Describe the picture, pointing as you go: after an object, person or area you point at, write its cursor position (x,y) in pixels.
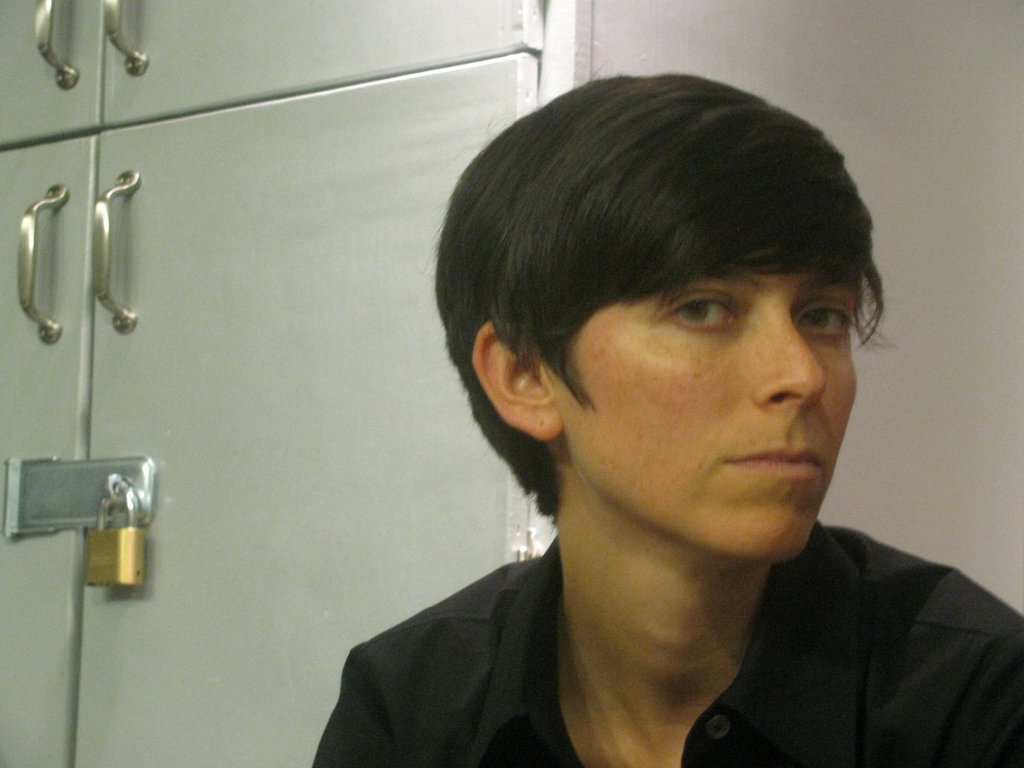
The girl (628,569) in black shirt (835,672) is looking at the camera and behind her, we see a white cupboard (219,342) which is locked. Beside that, we see a wall (863,177) in white color.
